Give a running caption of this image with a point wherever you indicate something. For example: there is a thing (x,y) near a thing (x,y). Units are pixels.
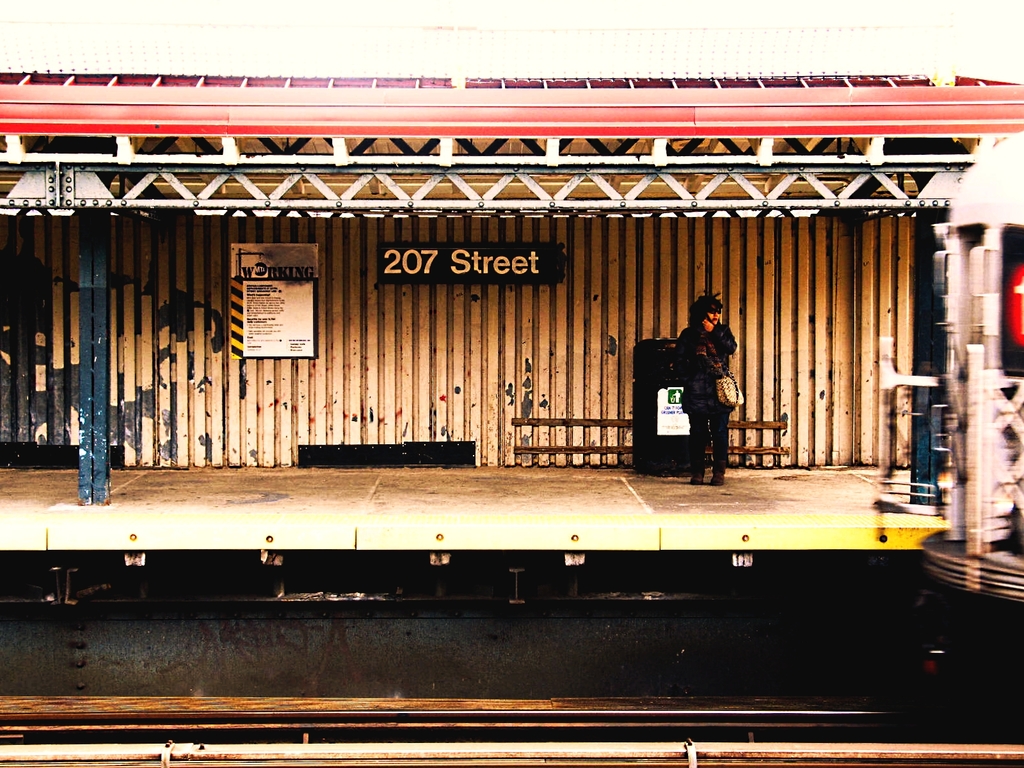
In this image in the center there is a person (709,399) standing. In the background (355,362) there is tin wall (393,327) and on this wall (419,318) there are boards (275,295) with some text (271,308) and numbers (392,268) written on it. On the top (340,169) there is a shelter (261,150) which is red in colour and there is a pole (84,365) which is blue in colour.
